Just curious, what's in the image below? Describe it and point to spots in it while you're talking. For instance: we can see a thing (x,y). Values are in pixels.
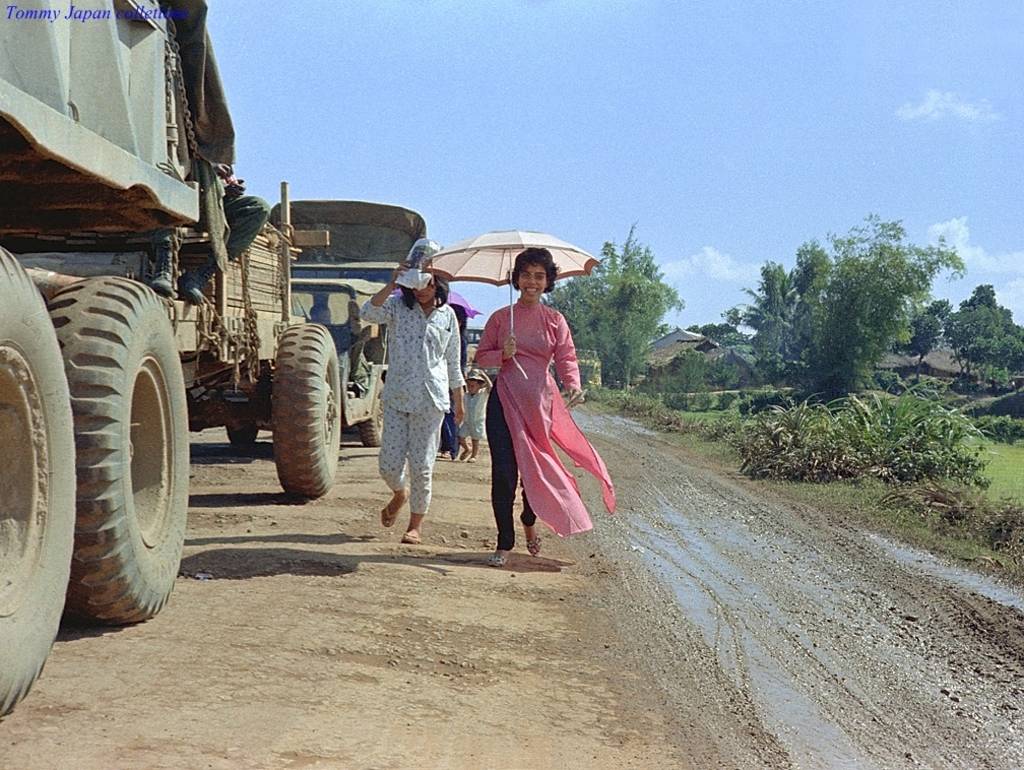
In this picture we can see a group of people (408,373) walking and two people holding the umbrellas (477,277). On the left side of the people (443,357) there are vehicles (179,318) and a person (197,268) is sitting on a vehicle (203,235). Behind the people (464,346) there are houses (724,350), trees (722,330) and the sky (657,115). On the image there is a watermark (138,16).
